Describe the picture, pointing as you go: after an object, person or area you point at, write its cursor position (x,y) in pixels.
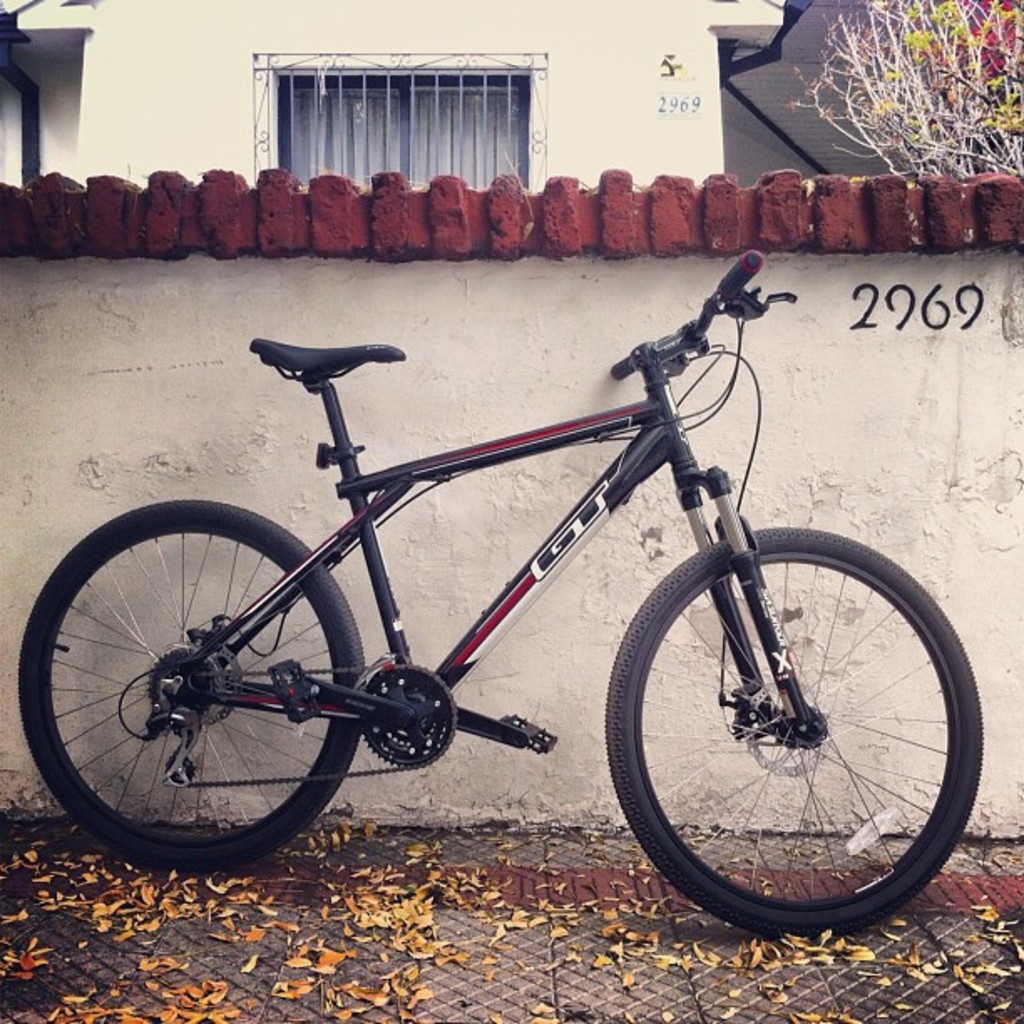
In the background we can see the number digits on the wall (929,427). In this picture we can see the bricks (564,236), window (416,133) and a plant (907,143). This picture is mainly highlighted with a bicycle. At the bottom portion of the picture (494,973) we can see the leaves (938,969) on the floor (584,1014).
